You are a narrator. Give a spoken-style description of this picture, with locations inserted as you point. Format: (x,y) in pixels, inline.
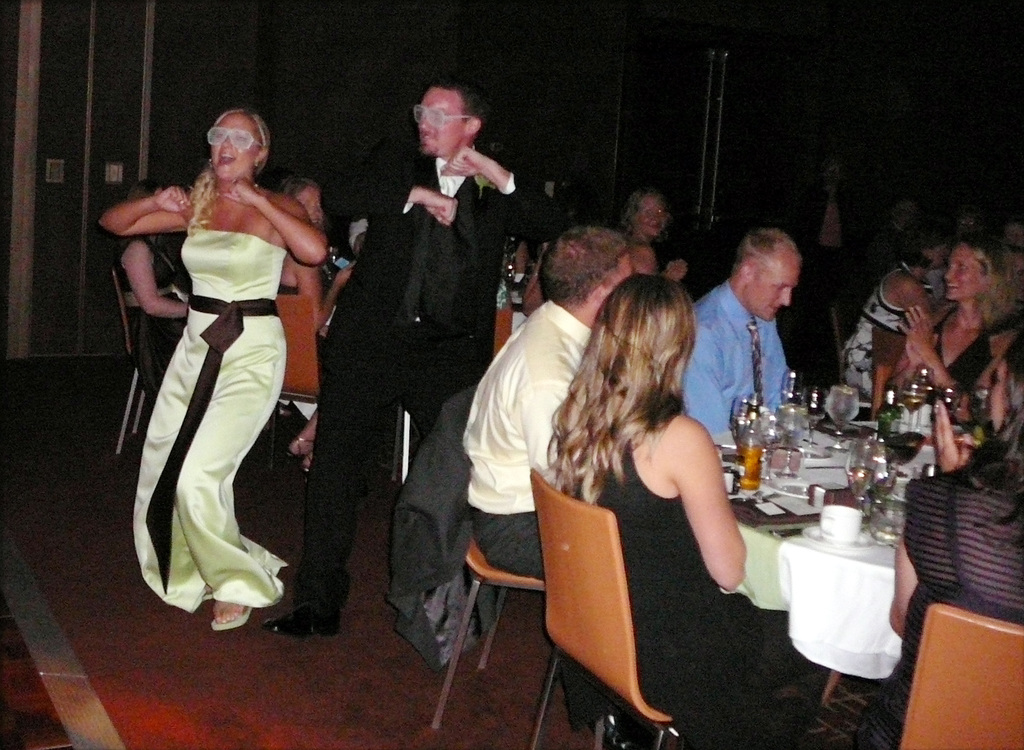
There is men (357,357) and women (249,386) dancing on the floor (293,578). I can see a group of people (741,542) sitting on the chair (306,340) and watching the performance. This is a table (845,582) covered with white cloth (850,633). There is a cup (845,531) with saucer (845,544), glasses (774,475), wine glass (772,443), spoons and some objects (849,450) on the table (855,559). At background (710,77) I can see a door handle (719,134).
